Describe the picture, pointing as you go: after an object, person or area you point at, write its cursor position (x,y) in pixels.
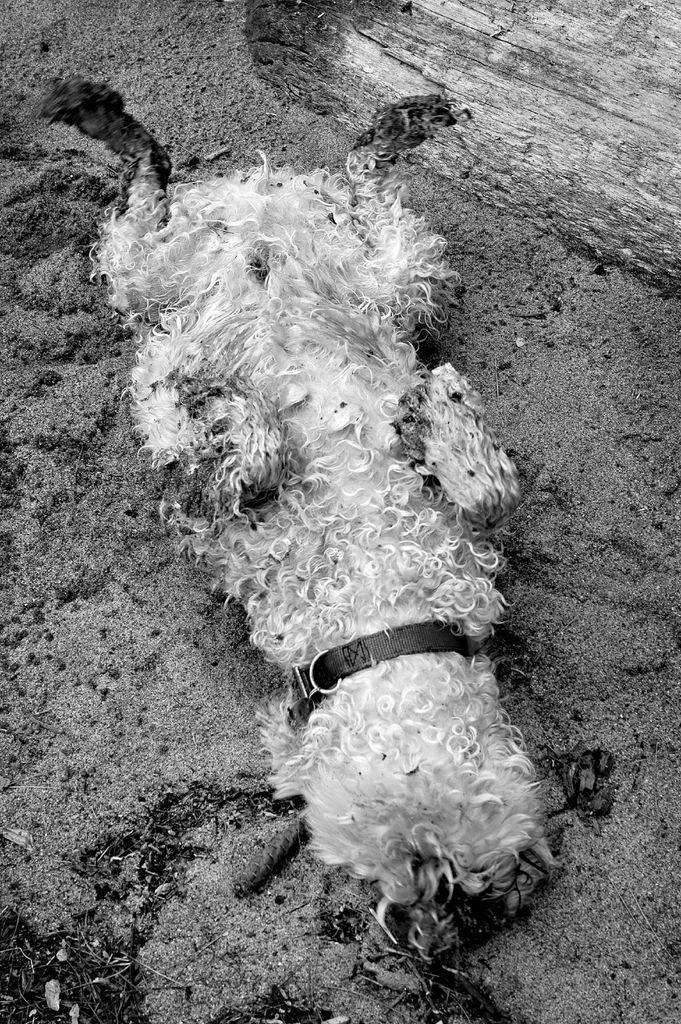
In this picture I can see a dog (293,773) on the ground (95,443) and looks like a tree bark (495,151) in the back (495,119).
